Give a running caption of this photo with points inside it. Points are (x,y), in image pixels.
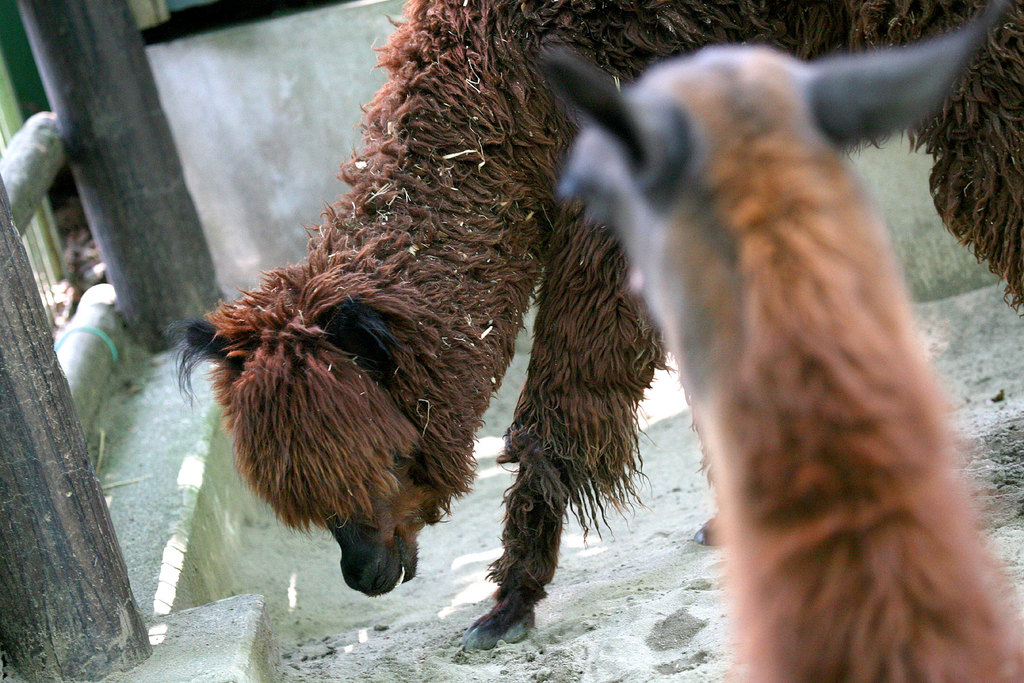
In this image we can see two animals (638,324), there are some poles (49,172) and the background (302,95) looks like the wall (288,102).
